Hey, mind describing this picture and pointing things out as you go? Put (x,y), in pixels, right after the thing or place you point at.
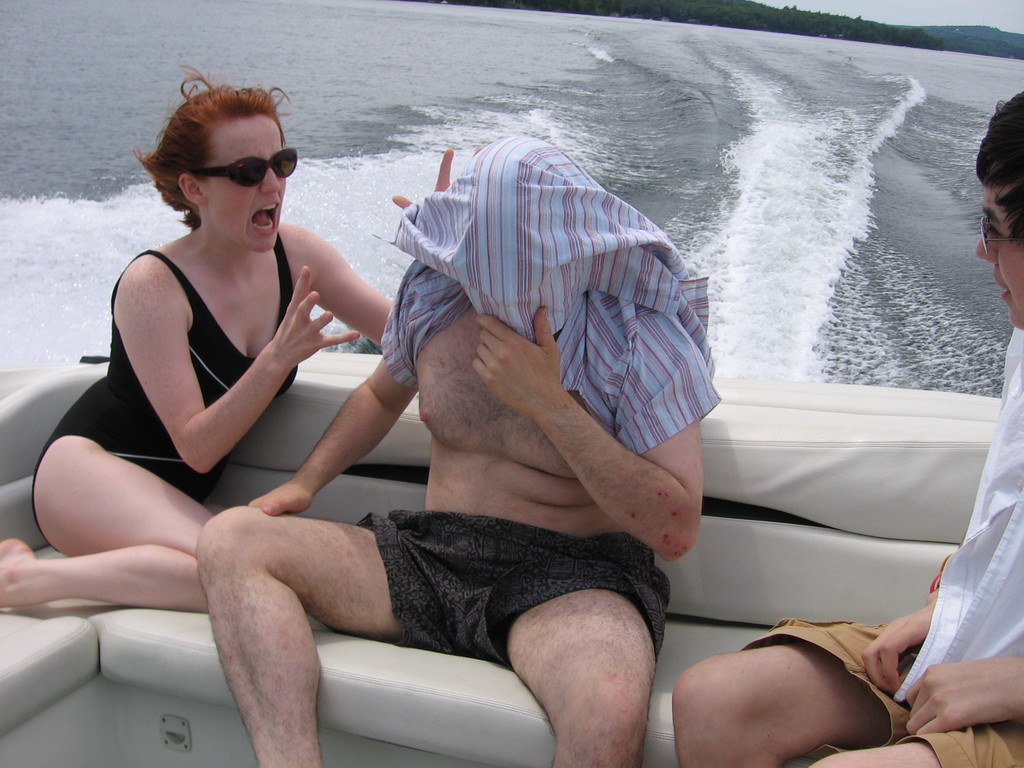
In the image on the left side (251,144) there is a lady (206,123) with goggles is sitting. Beside her there is a man (578,449) sitting. And on the right corner of the image (989,468) there is a person (991,694) with spectacles (998,240) is sitting. They are sitting in a boat (814,393). Behind them there is water (858,229). In the background (978,36) there are hills (991,40).
